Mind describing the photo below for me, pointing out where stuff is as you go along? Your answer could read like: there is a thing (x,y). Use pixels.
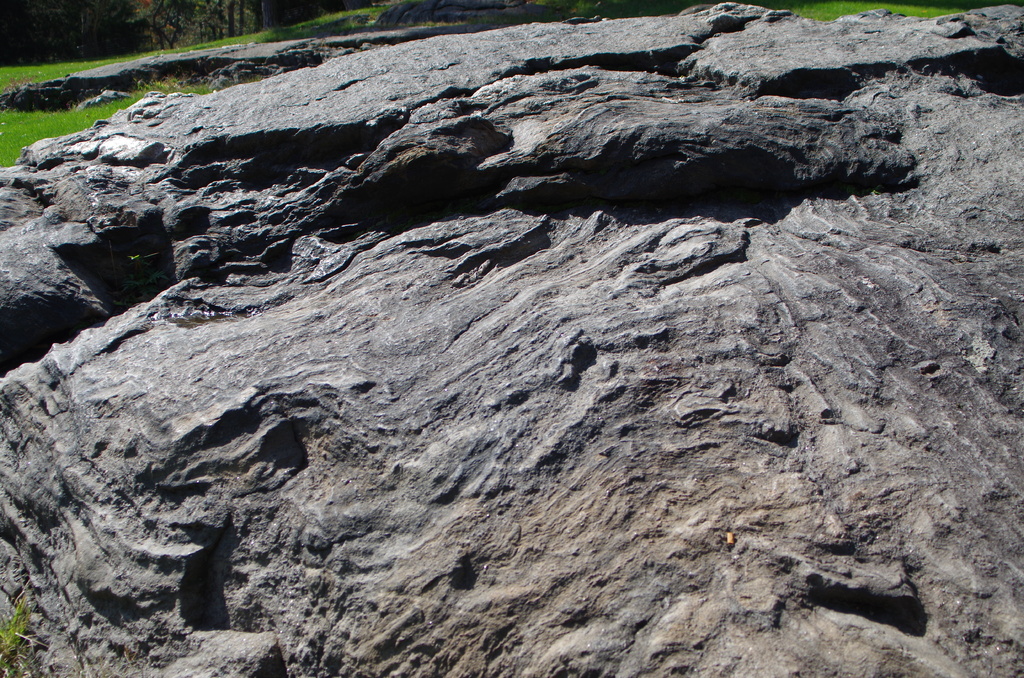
In this image, we can see rocks (521,128), grass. Top of the image (245,19), we can see few trees (136,15).
